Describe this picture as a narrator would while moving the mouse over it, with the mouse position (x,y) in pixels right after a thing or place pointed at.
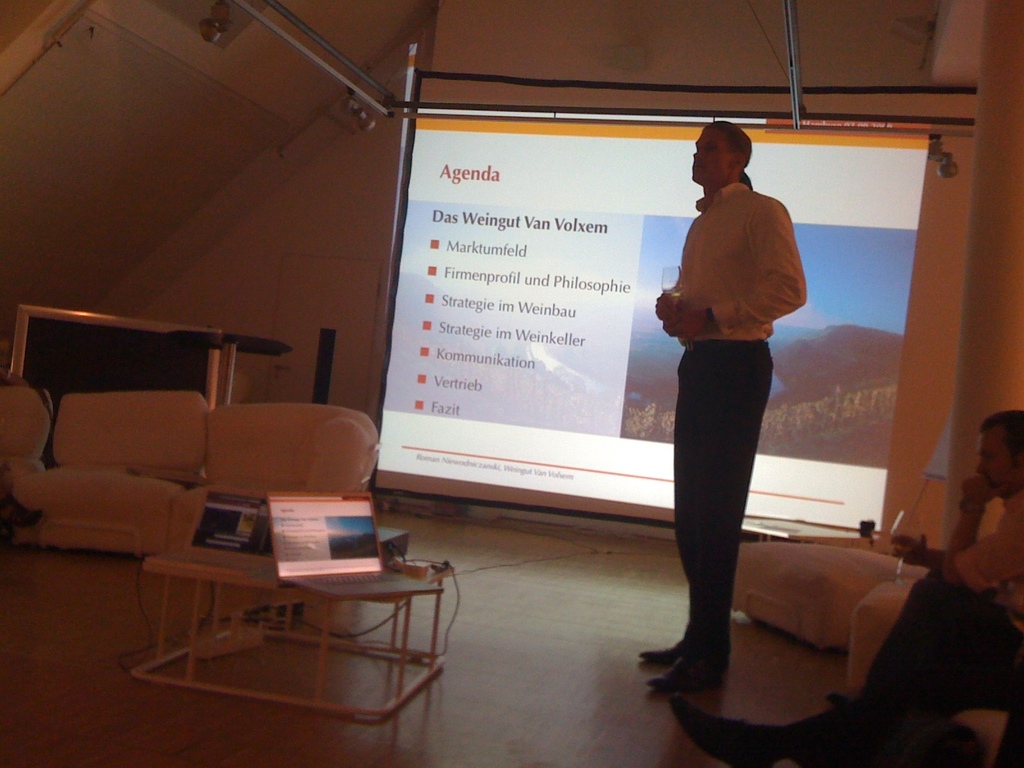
In the picture we can see a man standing and another man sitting on the chair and we can also find some chairs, sofas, table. On the table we can find a laptop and wires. In the background (655,403) we can see a screen (598,326), wall (312,240) and stand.
